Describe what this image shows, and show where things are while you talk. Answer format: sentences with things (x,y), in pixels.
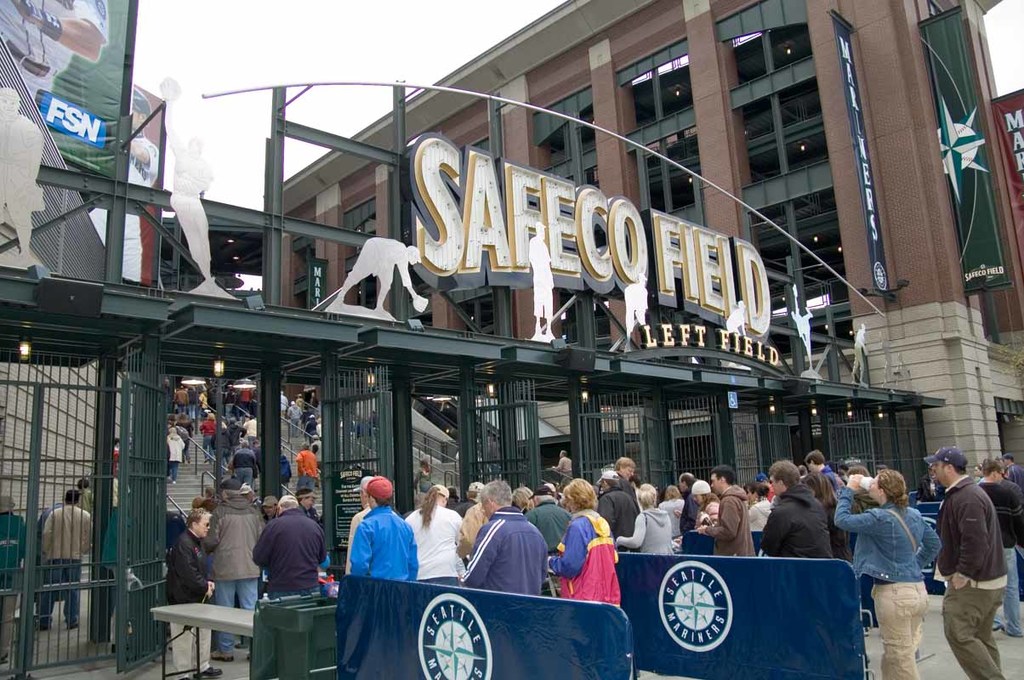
In this image I can see group of people (301,512) and wearing different color dress (805,541). I can see a building (719,221), glass windows (755,132), stairs (212,480), poles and few gates (344,449). I can few boards (82,134). They are in different color.
